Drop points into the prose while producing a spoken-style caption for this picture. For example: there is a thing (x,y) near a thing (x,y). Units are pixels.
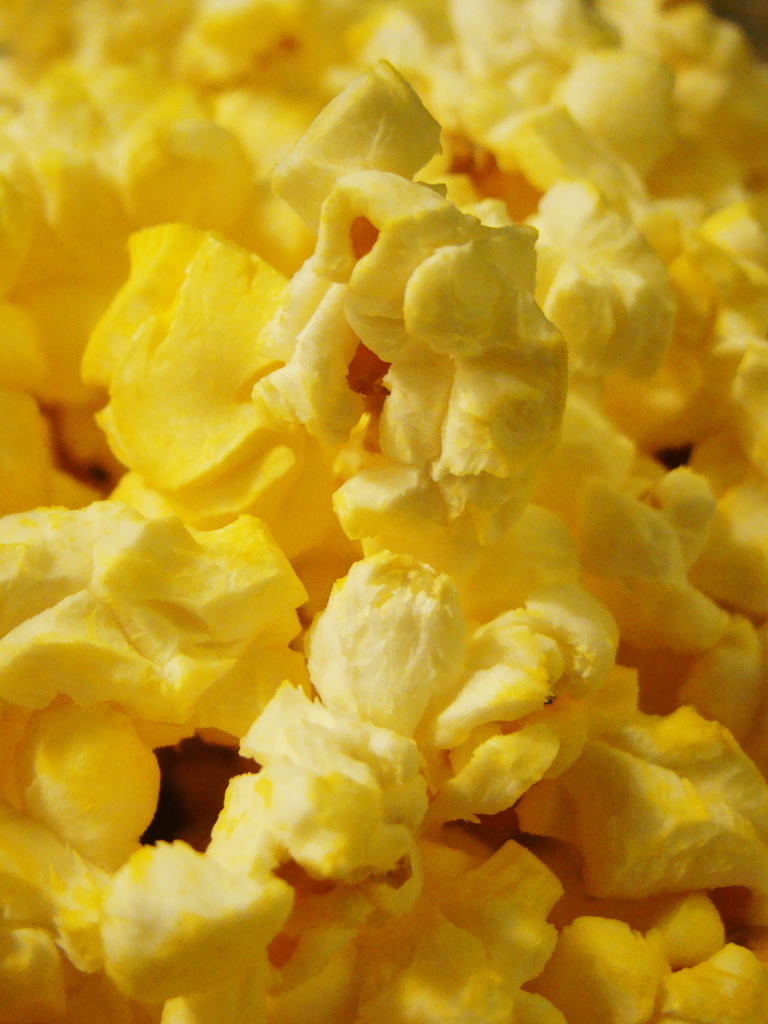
Here we can see popcorn's (355,465).
